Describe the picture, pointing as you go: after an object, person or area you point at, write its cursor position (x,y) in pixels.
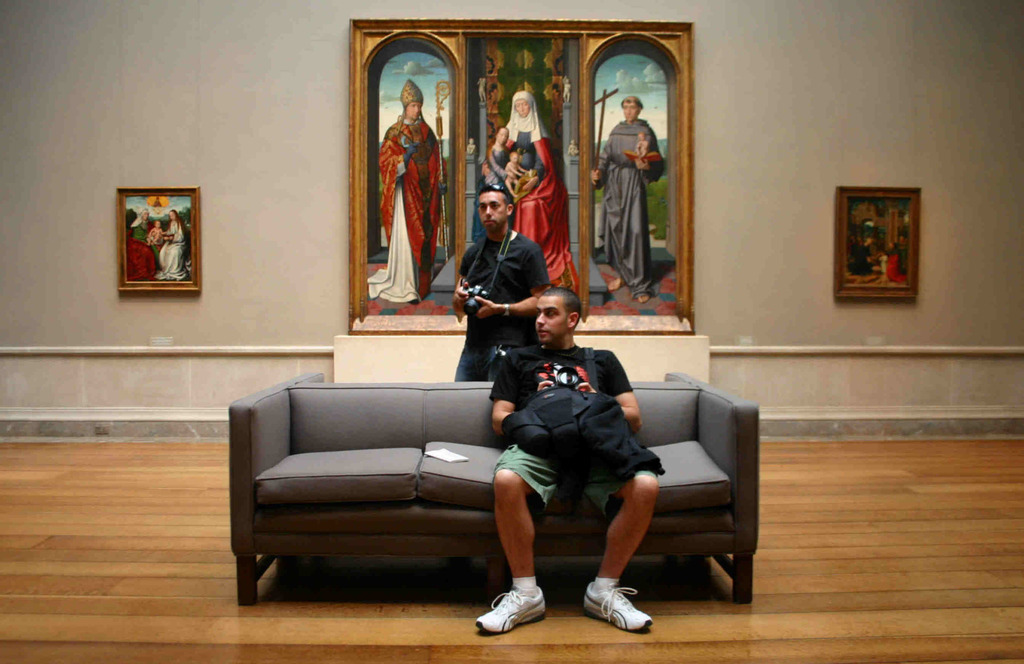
There is a person (569,346) in black color t-shirt (548,362), sitting on a sofa (378,473). In the background (508,206), there is a person (502,282) standing and holding a camera (472,299), these three images (615,89) on the poster (676,195) which is on the wall (301,158). Beside this poster (432,216), there are two posters (148,224). They are also on the wall (138,330).
